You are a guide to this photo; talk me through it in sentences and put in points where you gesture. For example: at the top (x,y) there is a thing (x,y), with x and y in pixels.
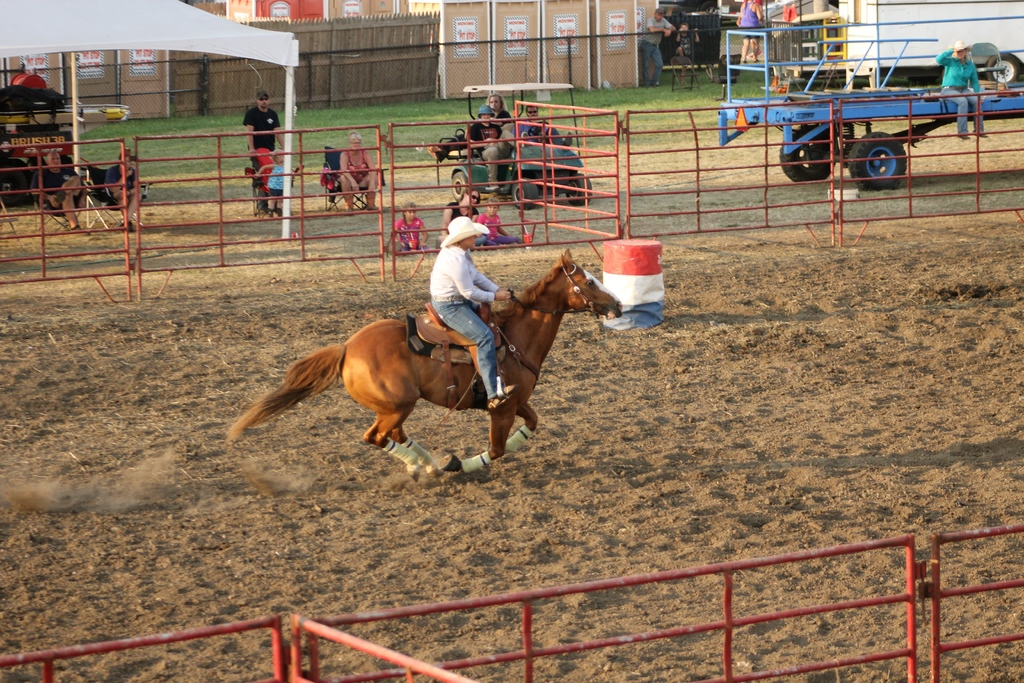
In this picture I can see a person (472,338) riding the horse (518,366). I can see sand (662,437). I can see the metal grill fence (607,172). I can see green grass (451,105). I can see a few people (485,114) sitting. I can see wooden fence (355,84).
